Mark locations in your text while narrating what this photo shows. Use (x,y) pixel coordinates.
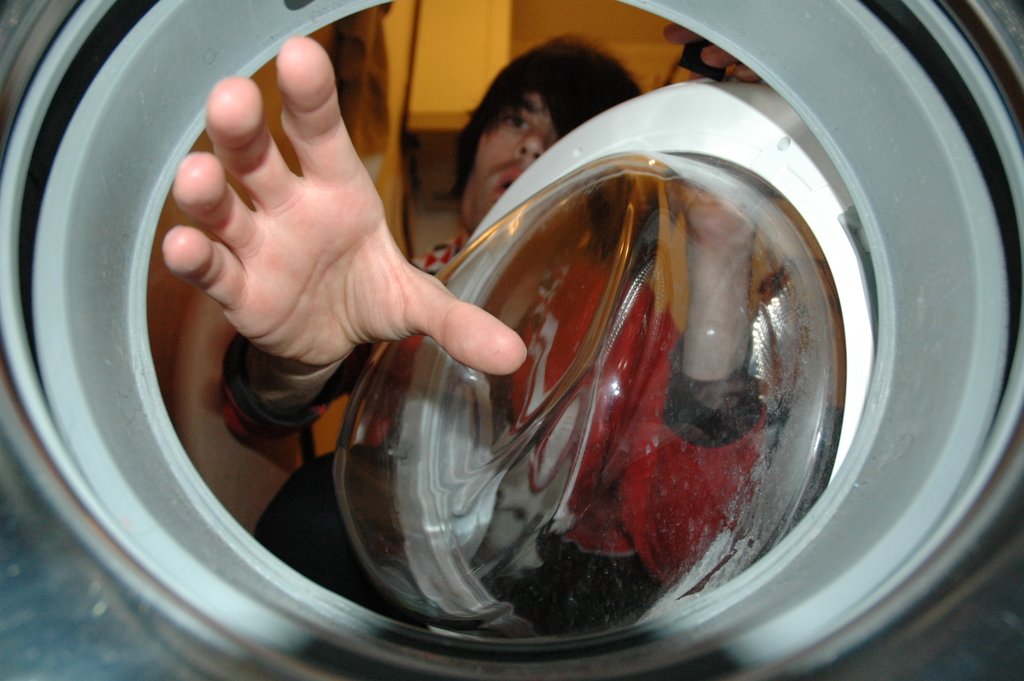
In this image there one object (159,39) is in white color and there is one person (363,286) is in middle of this image (504,363).
